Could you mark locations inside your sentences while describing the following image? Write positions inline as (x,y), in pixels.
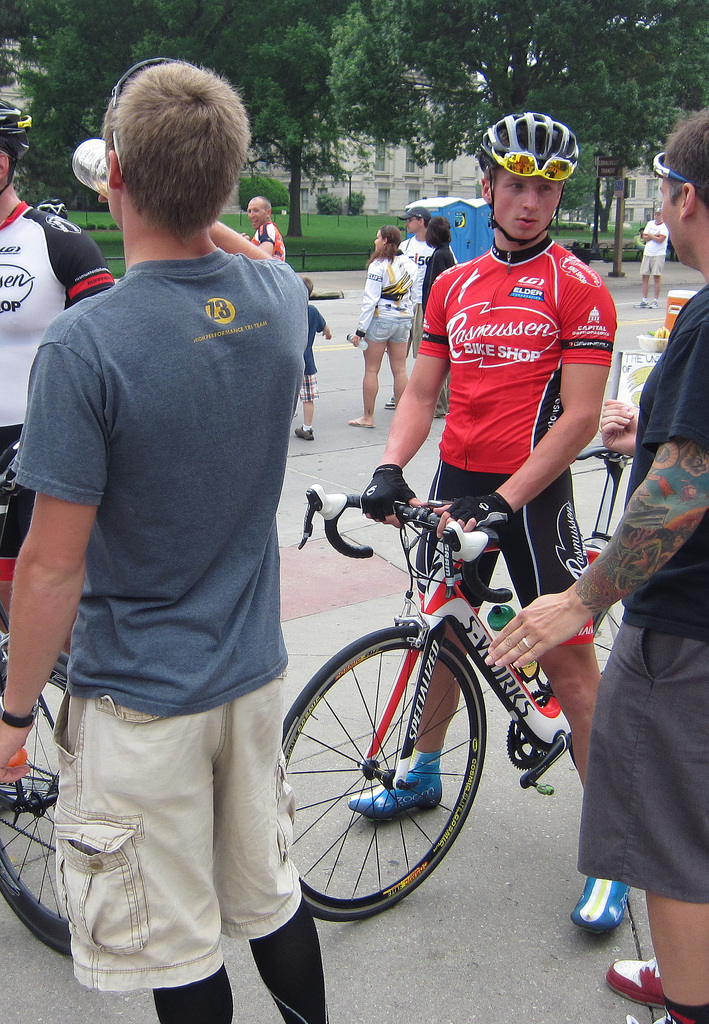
In this image I can see a group of people (274,477) standing on the road (329,424) along with a bicycle (491,684). In the background (274,19) I can see in there are few trees (484,0) and buildings (390,159).
